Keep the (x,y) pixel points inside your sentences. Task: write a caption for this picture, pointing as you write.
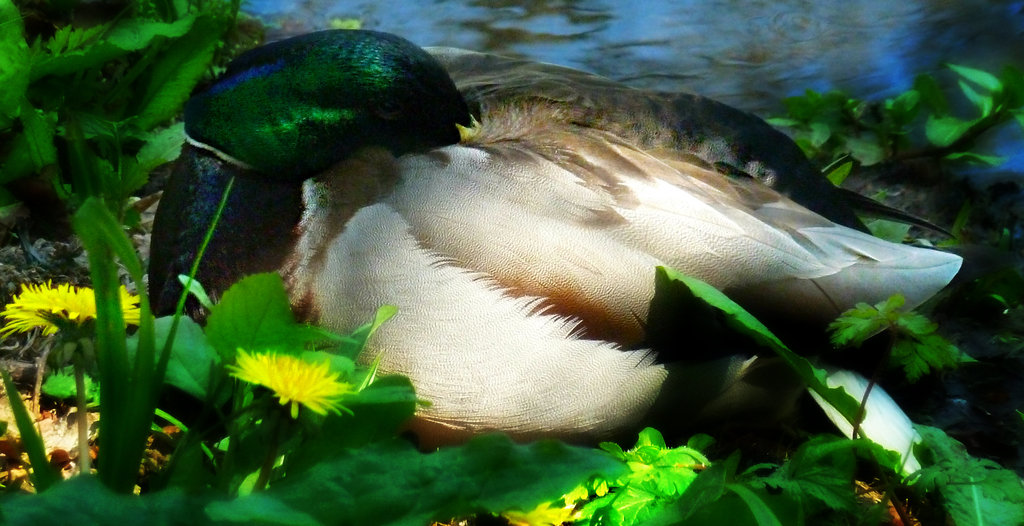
In the center of the image (485,249) we can see a bird (476,275). We can also see some plants (328,343) with flowers (301,363) and the water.
